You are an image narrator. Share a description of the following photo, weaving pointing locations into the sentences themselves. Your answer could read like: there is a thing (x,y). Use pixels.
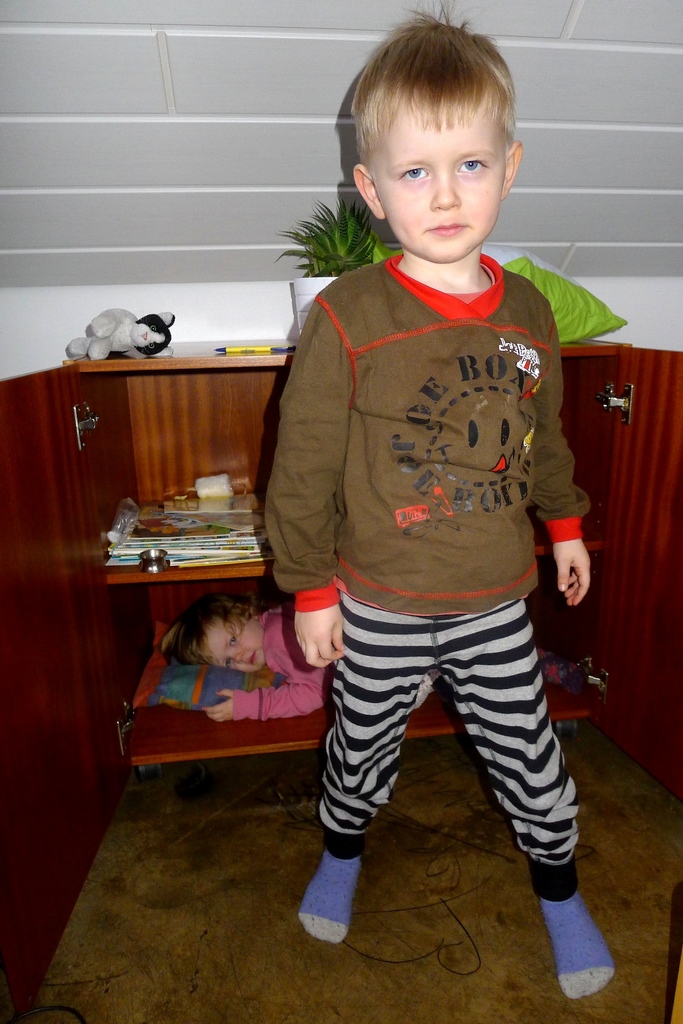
In this picture we can see a boy (384,520) is standing on the floor (298,869) and another kid (223,645) is laying in the cupboard (107,479) and in the cupboard (142,582) there are some objects (156,555). On the cupboard (171,442) there is a toy (145,341), house plant (330,257) and some object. Behind the cupboard (142,417) there is a wall (115,302).
